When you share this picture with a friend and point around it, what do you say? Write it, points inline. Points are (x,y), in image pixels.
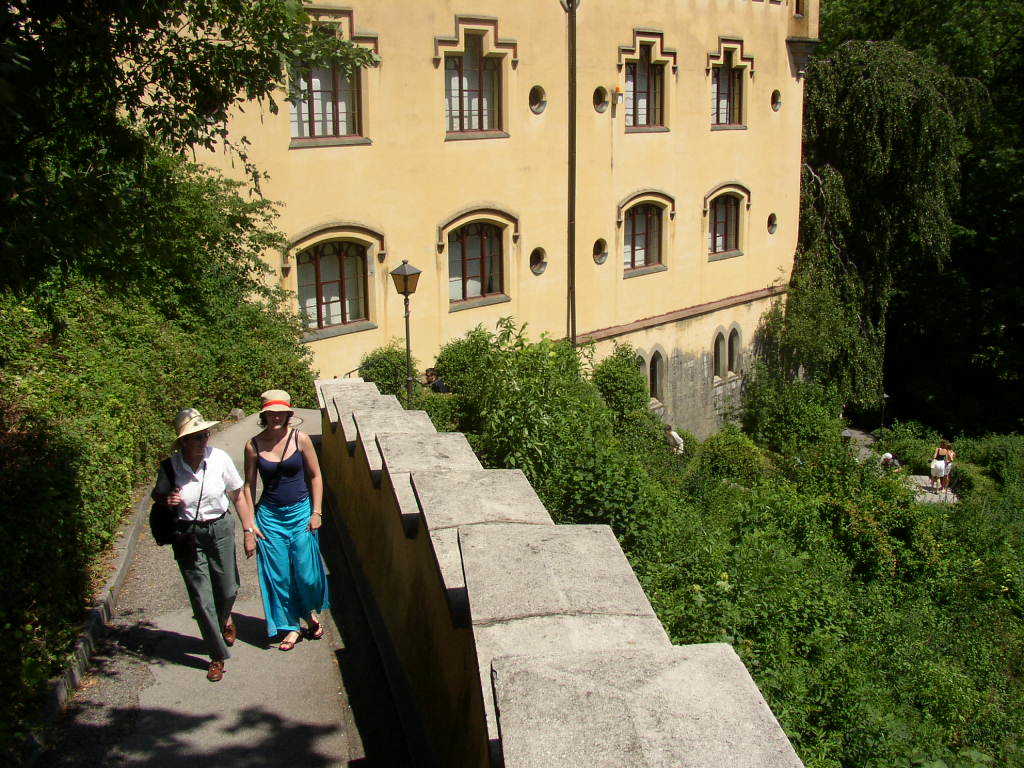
In this image on the left side (310,452) we can see two people (170,500) walking and on the left side (58,204) we can see some plants (205,201) and a tree (59,120) and in the middle (423,367) we can see a building (378,218) and a pole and on the right side (821,223) we can see some plants (738,441) and trees (913,291).
